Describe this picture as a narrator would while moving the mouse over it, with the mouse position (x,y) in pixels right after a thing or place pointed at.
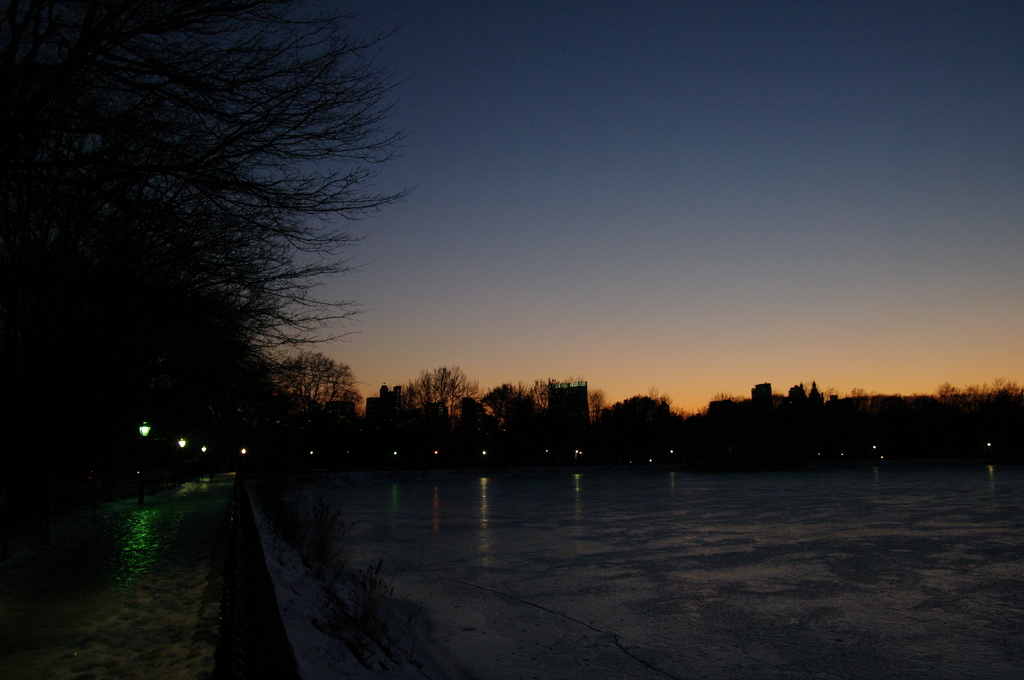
This is a dark image, at the left side (60,400) there are some trees (135,298), at the top (711,97) there is a sky (616,238).
